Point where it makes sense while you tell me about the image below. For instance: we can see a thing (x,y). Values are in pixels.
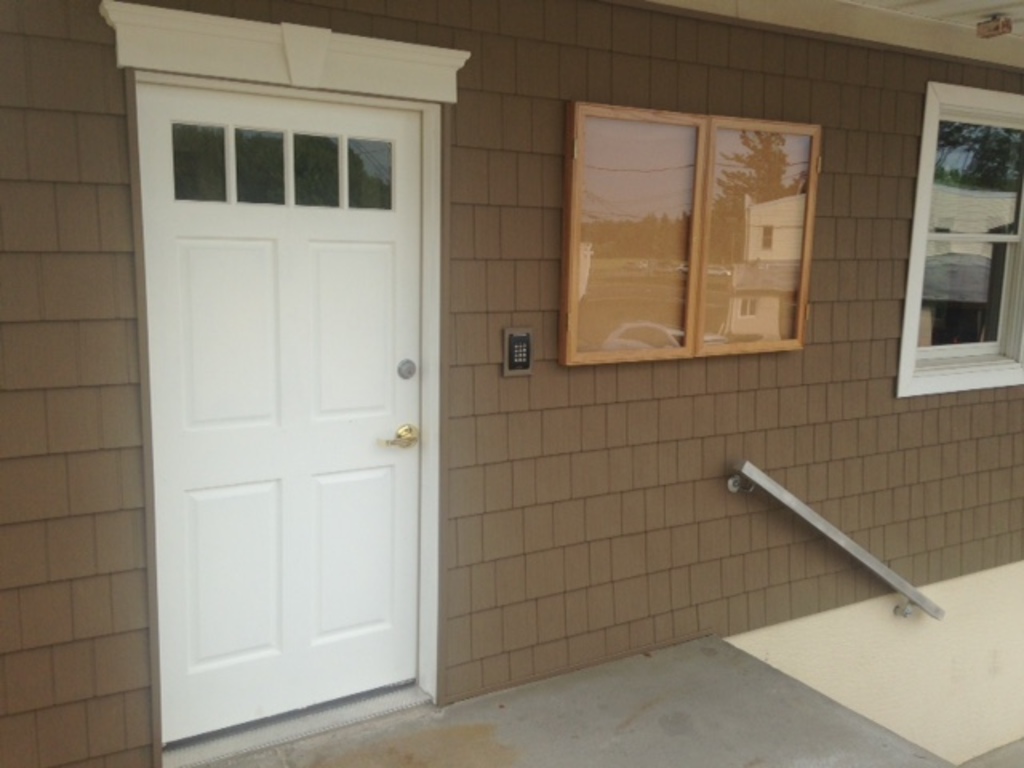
This is a picture of a house (199,341). In the foreground of the picture (322,342) there are door (354,275), board (701,249) and window (924,202). In this picture there is a shingle wall (659,467).
